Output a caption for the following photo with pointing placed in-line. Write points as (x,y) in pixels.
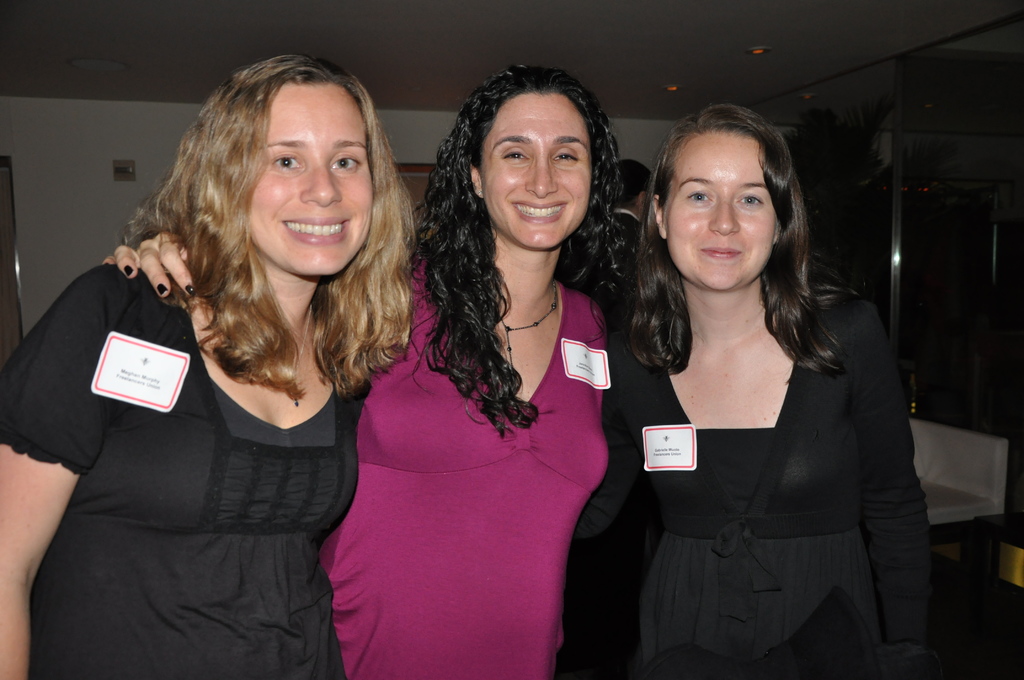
In this picture we can see three women (603,431) standing and smiling, in the background (90,131) there is a wall (74,134), we can see another person (640,192) here, there are lights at the top of the picture (752,55).
